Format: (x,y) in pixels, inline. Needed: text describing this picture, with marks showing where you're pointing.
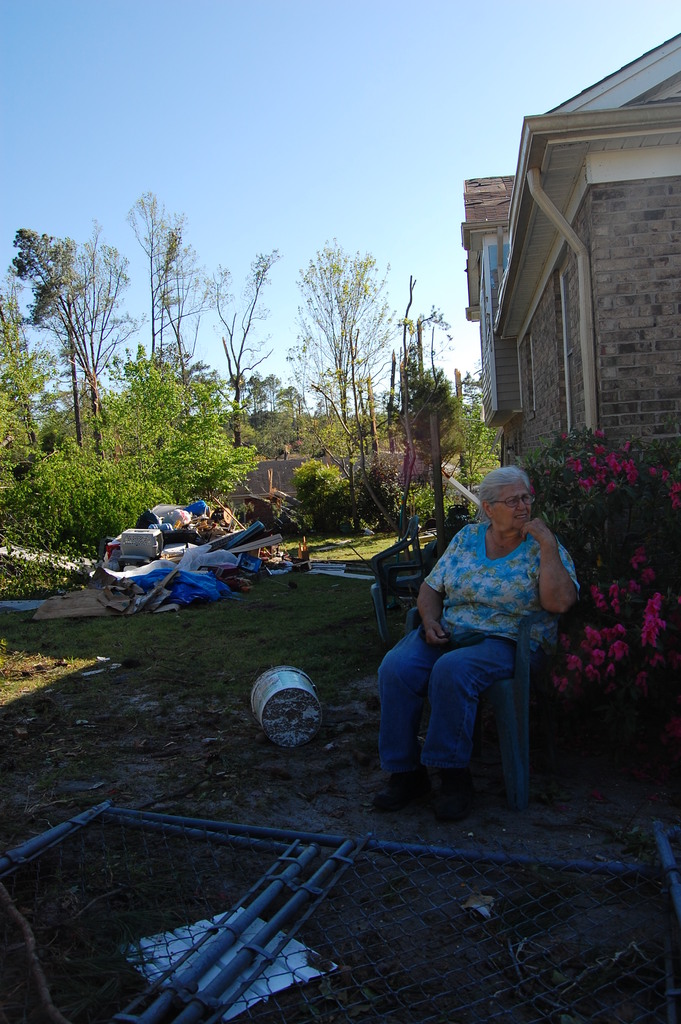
There is a woman (572,594) sitting on chair (506,724), we can see bucket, mesh (269,868), rods (259,832) and grass (9,812). We can see house (641,323), plants (568,693), flowers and chair (410,579). In the background (211,534) we can see covers (205,560) and few objects (107,584). We can see trees (178,492) and sky (290,111).
